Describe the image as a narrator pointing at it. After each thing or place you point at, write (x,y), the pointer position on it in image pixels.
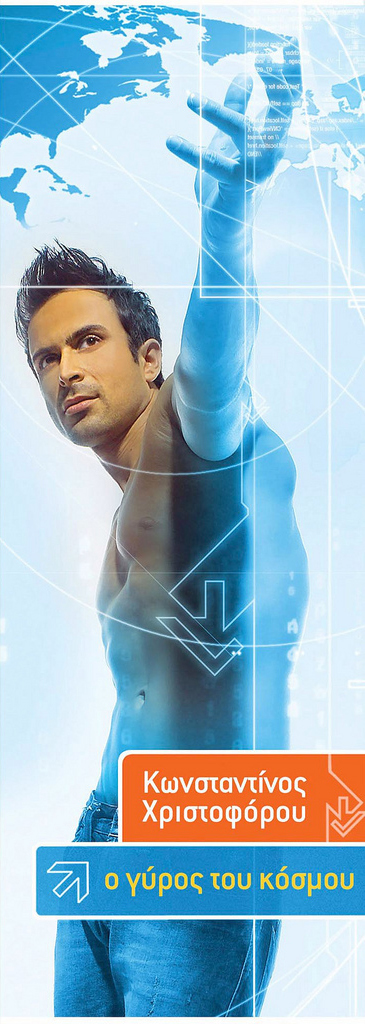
This is an animated image, in this image a man (165,492) standing and at the bottom (175,786) there is some text (197,780), at the top (37,60) there are some lines (50,93) and globe (174,90).
